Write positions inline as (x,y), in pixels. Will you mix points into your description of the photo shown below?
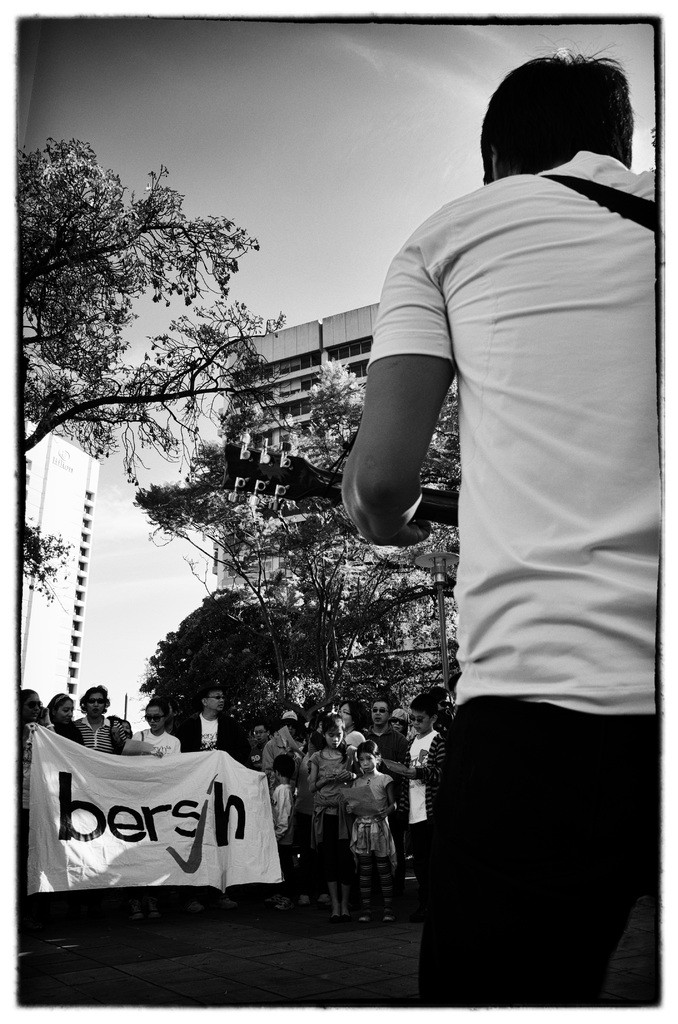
In this picture there is a boy (615,70) on the right side of the image (586,235) and there are people (275,763) at the bottom side of the image (255,787), by holding flex (245,773) in their hands (268,769) and there are buildings (35,449) and trees (173,537) in the background area of the image (313,434).
